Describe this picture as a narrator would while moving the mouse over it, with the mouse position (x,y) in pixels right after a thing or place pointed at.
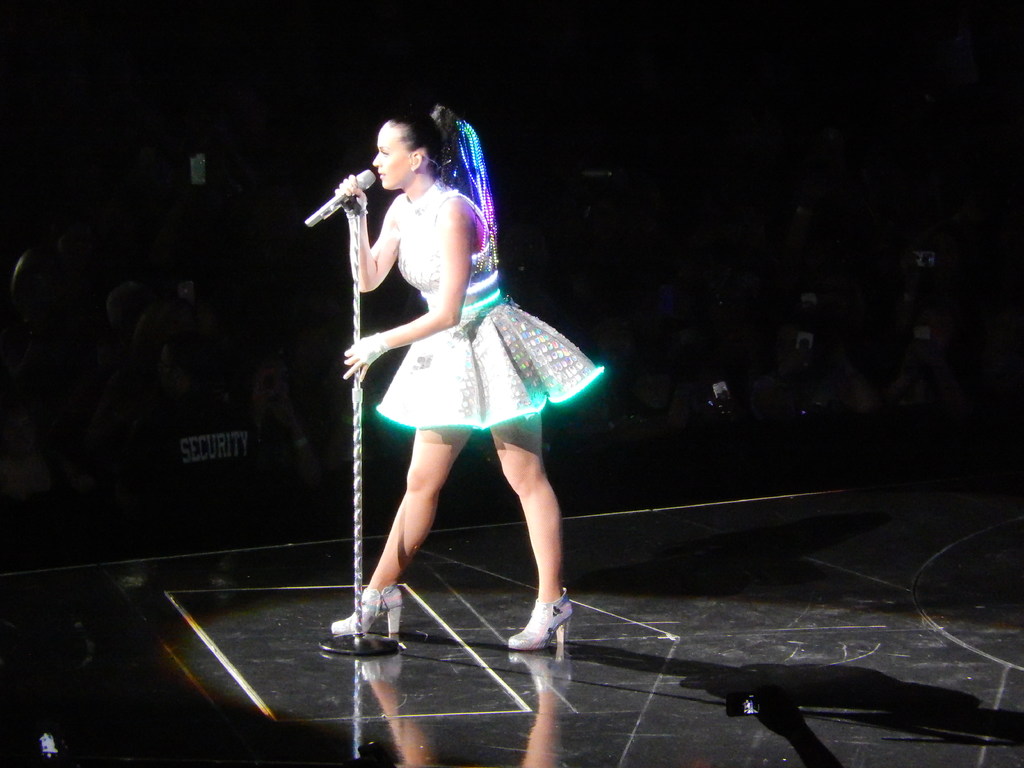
In this picture I can see the platform (503,595) in front (500,572), on which I see a woman (388,235) who is holding the mic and the tripod (355,202) and I see that she is wearing white dress (453,334) and I see the lights (469,142). In the background (49,457) I see few people (108,415) and I see that it is dark.
